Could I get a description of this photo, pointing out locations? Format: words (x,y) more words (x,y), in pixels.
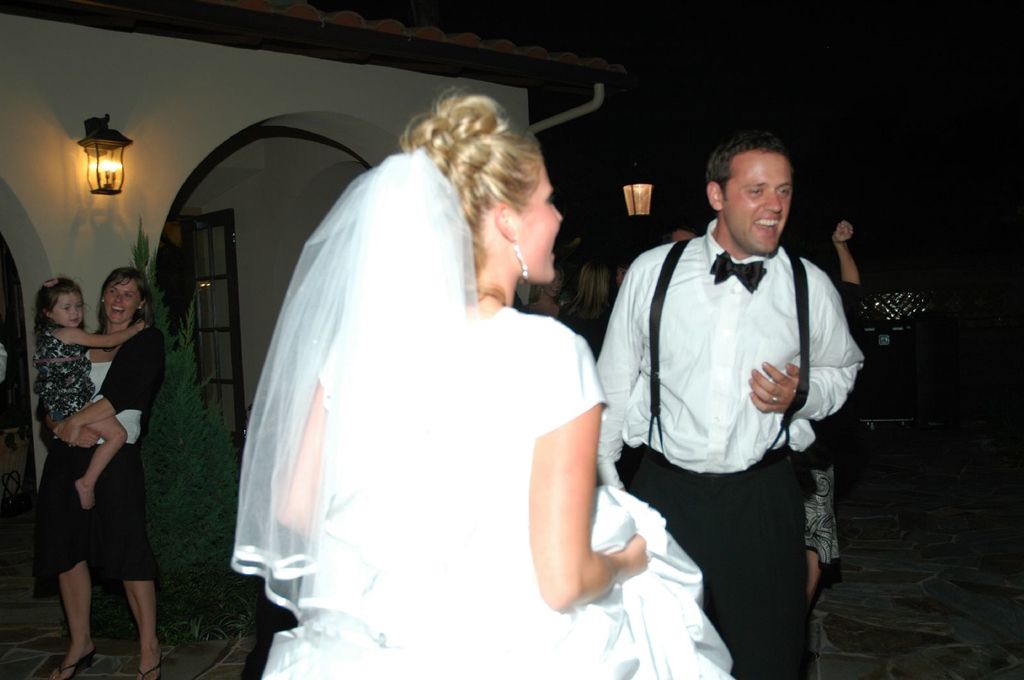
In this picture we can see a group of people (528,361) and a woman (140,373) carrying a child (39,319), standing on the floor (18,633) and at the back of her we can see a plant (184,363), door (197,332), arch (285,136), wall (171,172), lamps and in the background (835,143) it is dark.
